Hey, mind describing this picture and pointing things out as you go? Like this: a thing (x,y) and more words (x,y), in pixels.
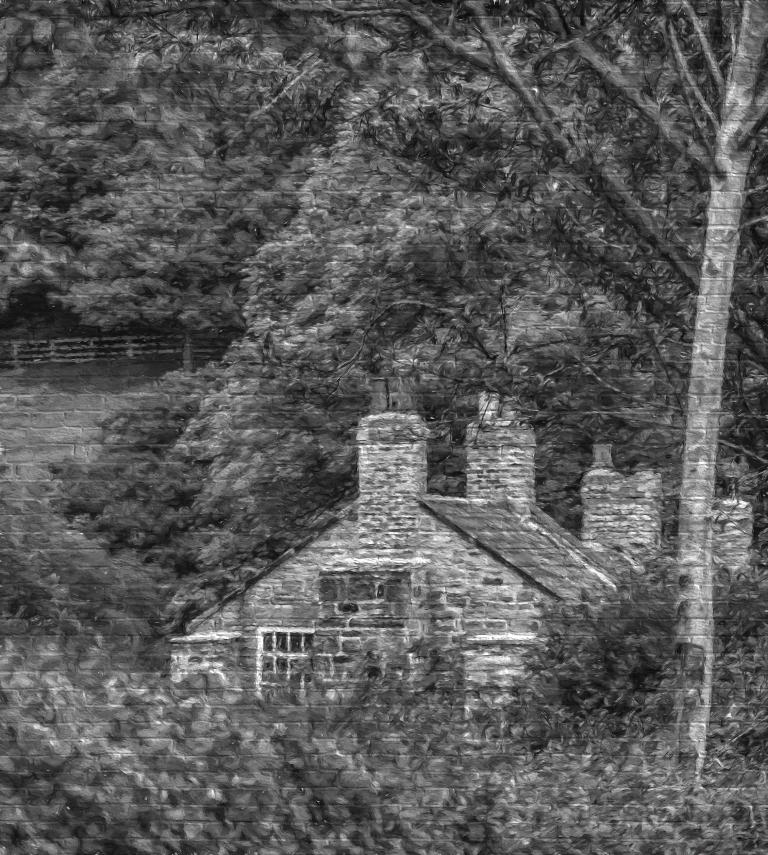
In this image we can see the painting (421,410) on the wall (421,410), in the painting (411,538) there are trees (123,148), and the house (447,543).
